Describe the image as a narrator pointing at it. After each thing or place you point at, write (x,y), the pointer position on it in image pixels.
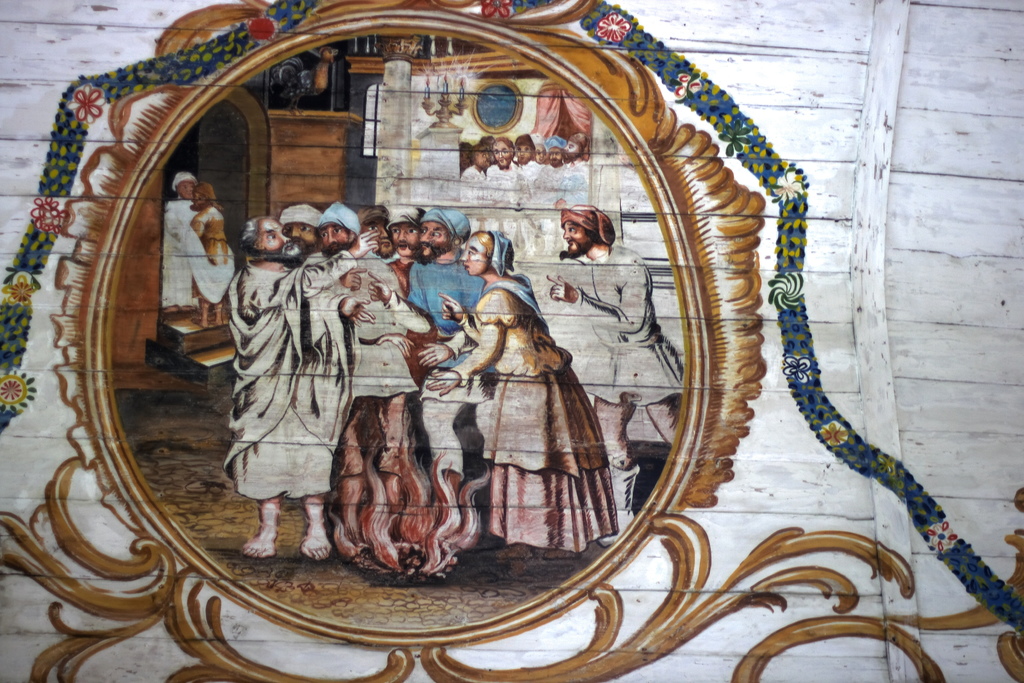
In this image there is a painting (751,239) of flowers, people (500,142), candles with a candle stand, frame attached to the wall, on the wooden object (890,423).
